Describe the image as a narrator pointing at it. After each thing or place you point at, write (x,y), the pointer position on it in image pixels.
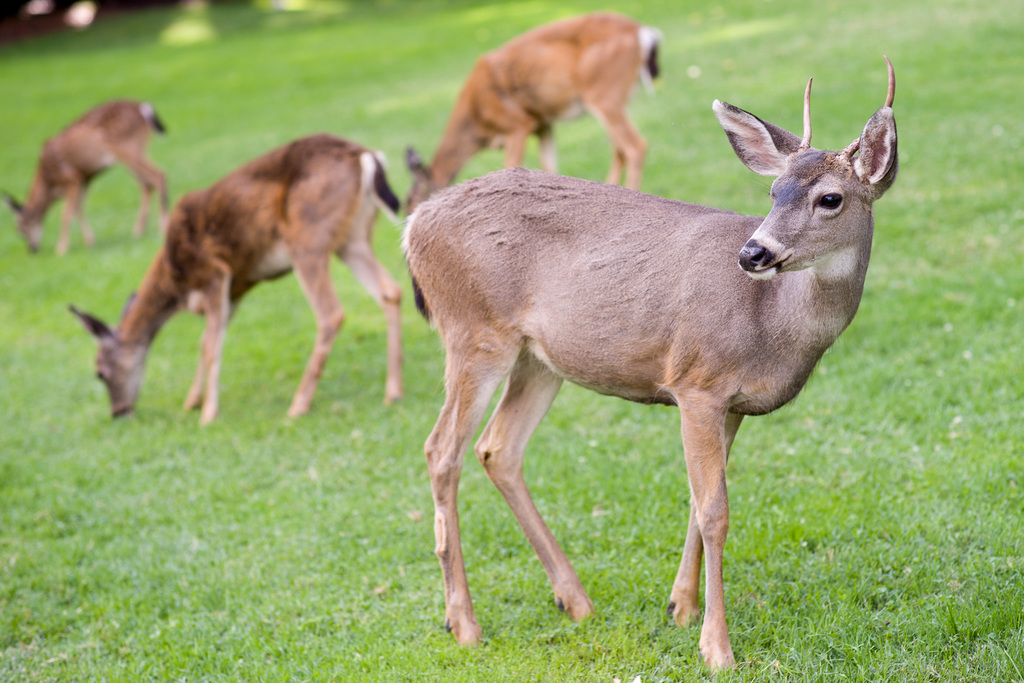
In this picture we can see the deer (395,340) and grass (813,661).
